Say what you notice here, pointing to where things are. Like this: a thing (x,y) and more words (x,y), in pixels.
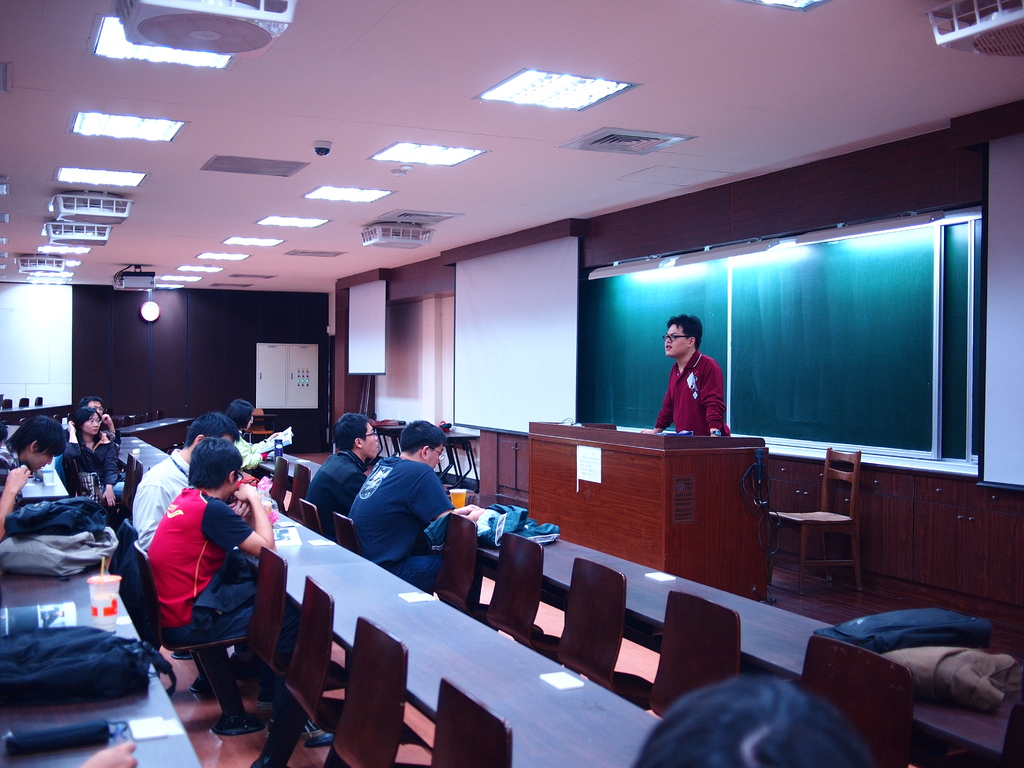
This picture shows a group of people (421,429) seated on the chairs (75,493) and a man (703,416) standing and speaking and we see a projector screen (551,417) and few roof lights (495,91) on the top (369,193).
